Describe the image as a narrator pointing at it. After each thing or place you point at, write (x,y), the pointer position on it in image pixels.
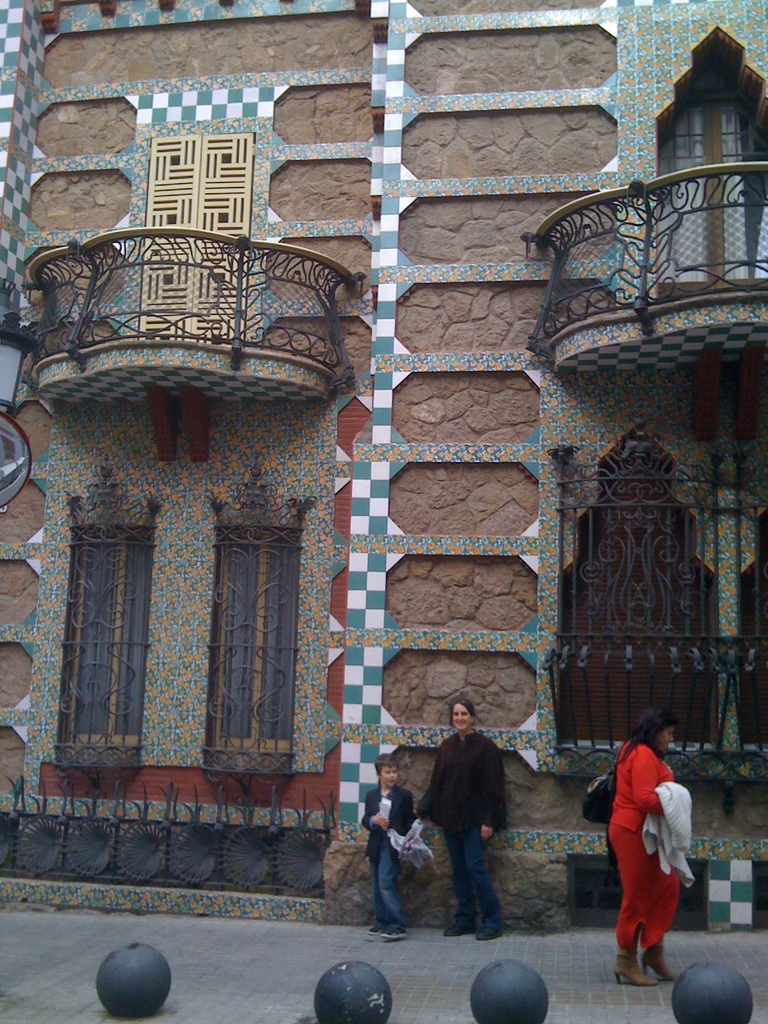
This is the building (451,367), at the down side a boy (383,863) is standing. Beside of him a woman (454,808) is also standing. On the right side (655,746) a woman (624,865) is walking, she wore an orange color dress (649,871).
